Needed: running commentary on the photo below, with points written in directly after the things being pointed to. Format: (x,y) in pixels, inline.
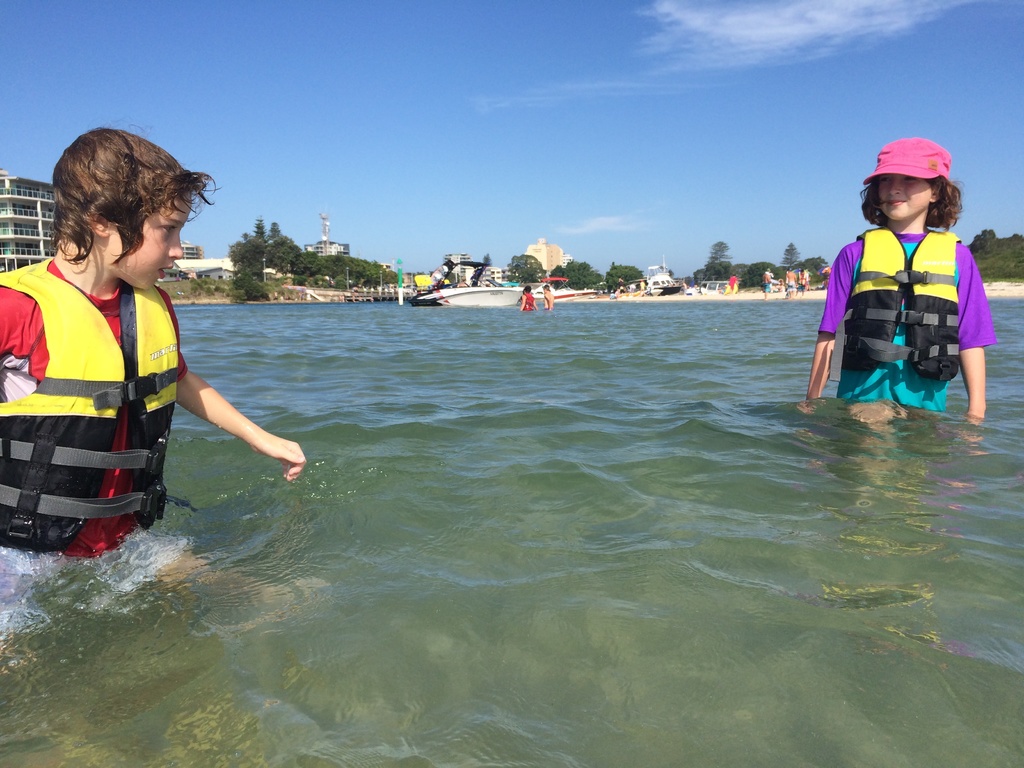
This picture is clicked outside the city. Here, we see two children (132,424) are standing in the water (606,524). In the background (242,263), we see trees (272,257), buildings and boats (665,285). There are people (793,287) standing at the seashore (577,299). At the top of the picture (525,86), we see the sky (426,56).
